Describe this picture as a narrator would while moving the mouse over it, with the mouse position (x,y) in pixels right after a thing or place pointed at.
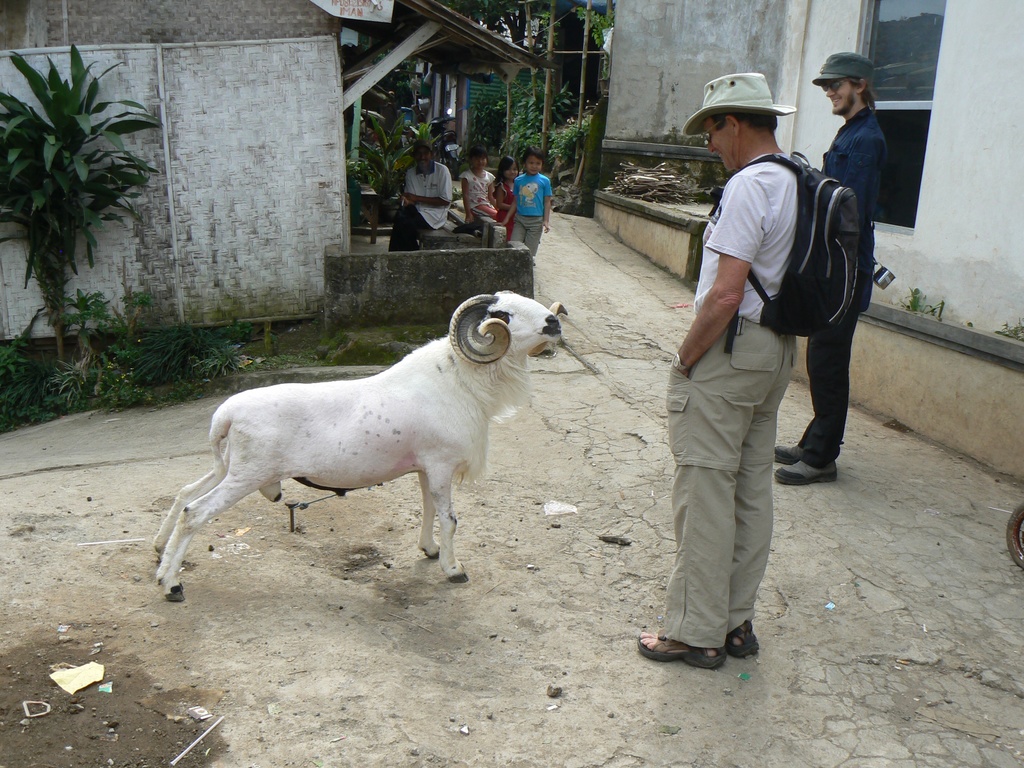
As we can see in the image there are houses (219,158), plants (11,111), trees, few people (426,165) here and there, window (880,62) and a white color sheep (472,422).
